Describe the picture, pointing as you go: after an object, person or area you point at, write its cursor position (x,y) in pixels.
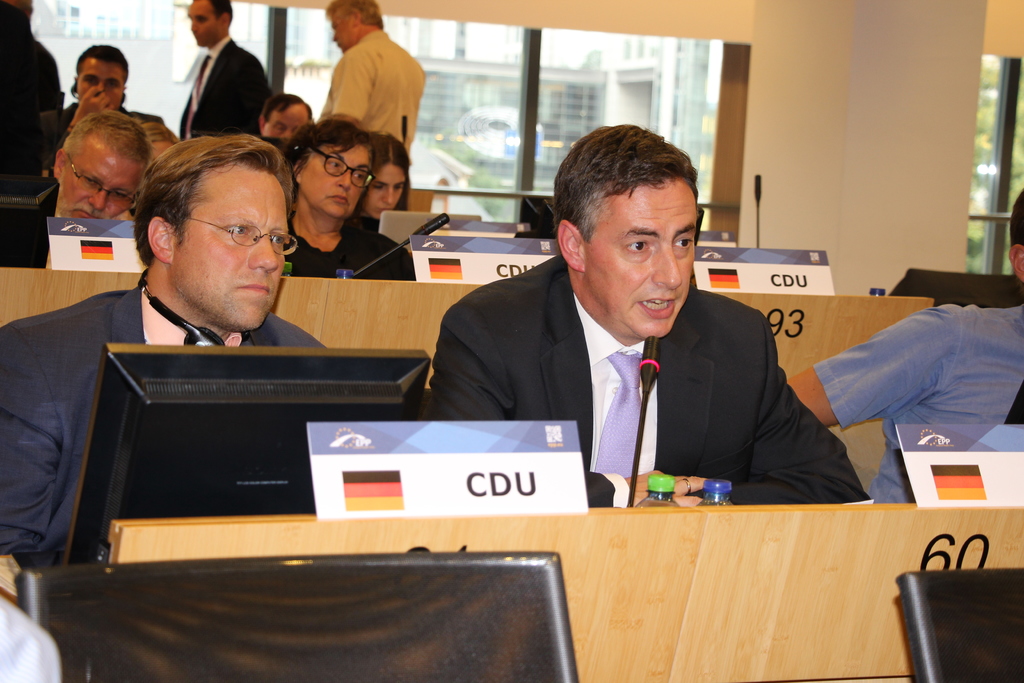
In the picture we can see some people (625,488) are sitting in the chairs (433,581) near the desks (640,567) and on the desks (653,568) we can see monitors (198,506), microphones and water bottles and in the background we can see some people (353,37) are standing near the glass window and from it we can see some plants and another building (79,36).
